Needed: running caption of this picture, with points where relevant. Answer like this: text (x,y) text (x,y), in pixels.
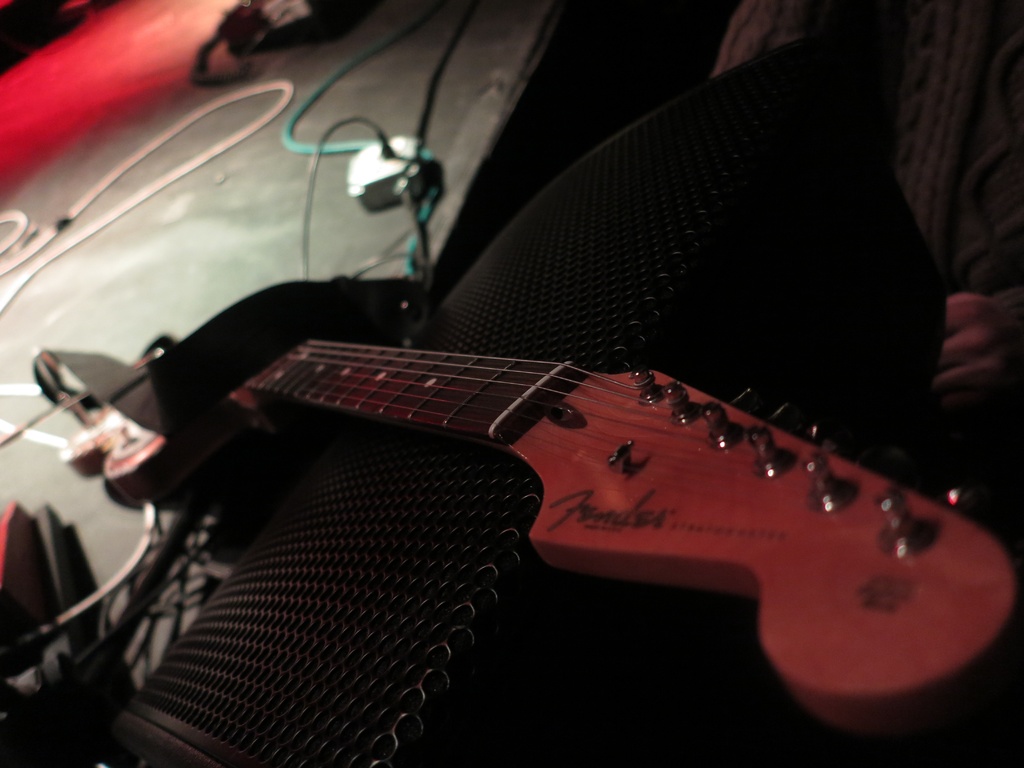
In the image there is a guitar (417,407) with strings (501,392) in background (309,613) there is a speaker (328,646) at bottom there are some wires (111,189).
